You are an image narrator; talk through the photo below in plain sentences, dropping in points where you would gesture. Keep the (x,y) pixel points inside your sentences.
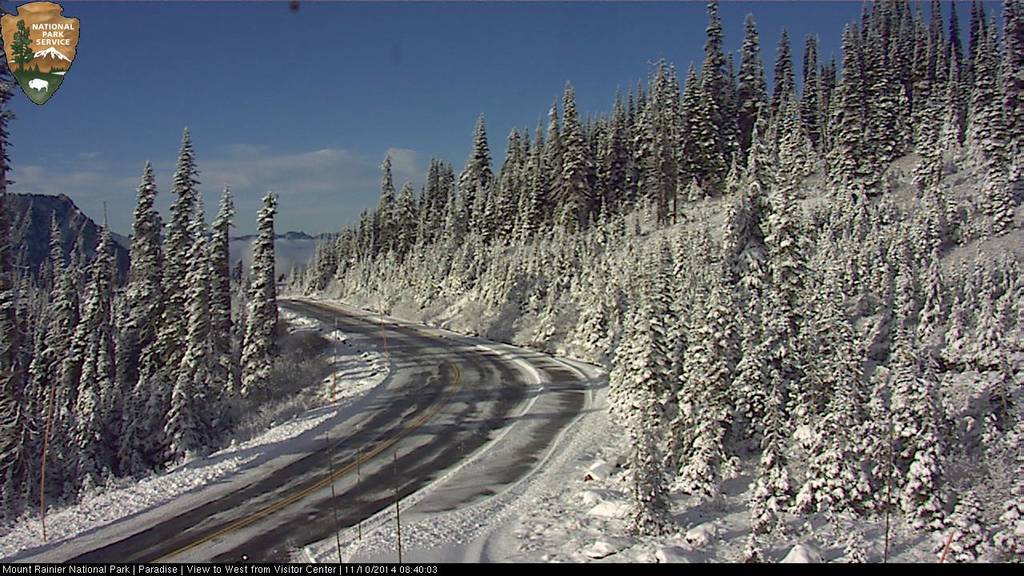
In this image on the right side (877,319) and left side there are some trees (171,323), and in the center (376,336) there is a road (384,389) and the trees (720,325) are covered with snow (612,346) and in the background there are some mountains (119,264). At the top of the image (301,45) there is sky (301,45).
